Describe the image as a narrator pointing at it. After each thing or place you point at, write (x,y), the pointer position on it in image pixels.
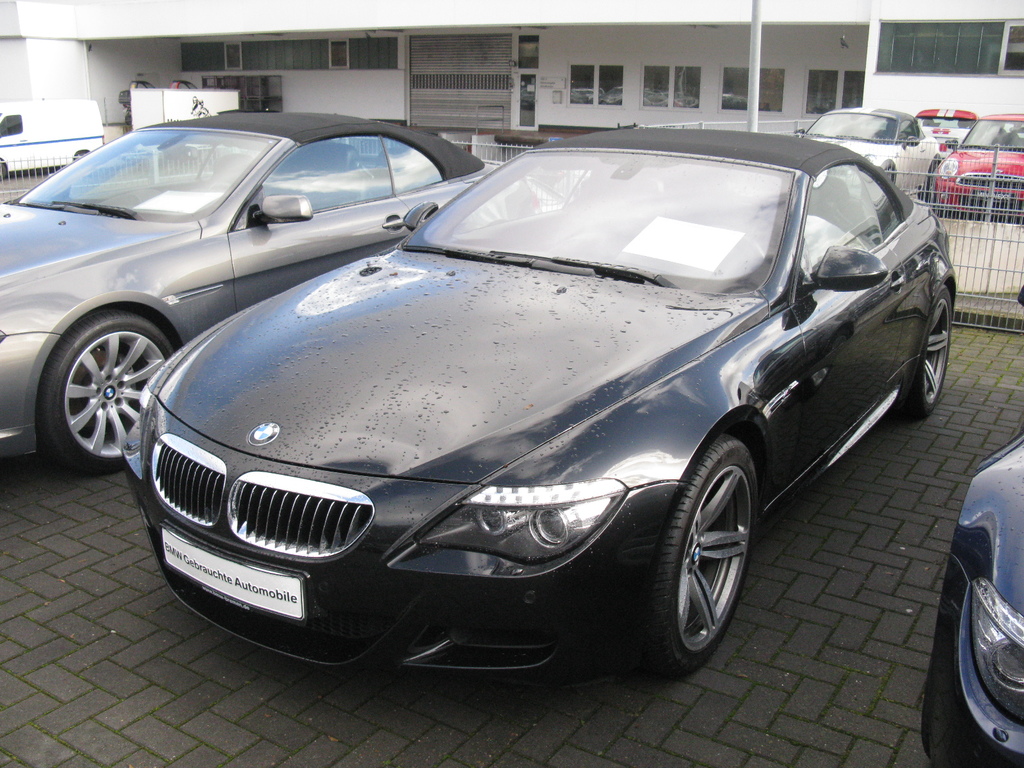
In this image, we can see some cars (431,464) which are parked on the road (881,728) and the car (603,185) which is in the center (355,398) has a logo (261,442) on it and there is a fencing (942,174) at the back of these cars (872,175) and behind the fencing (929,174) there are some more cars (918,123) and there is a house (519,82) with a shutter (495,116) as an entry (418,93) to the house (419,101).
